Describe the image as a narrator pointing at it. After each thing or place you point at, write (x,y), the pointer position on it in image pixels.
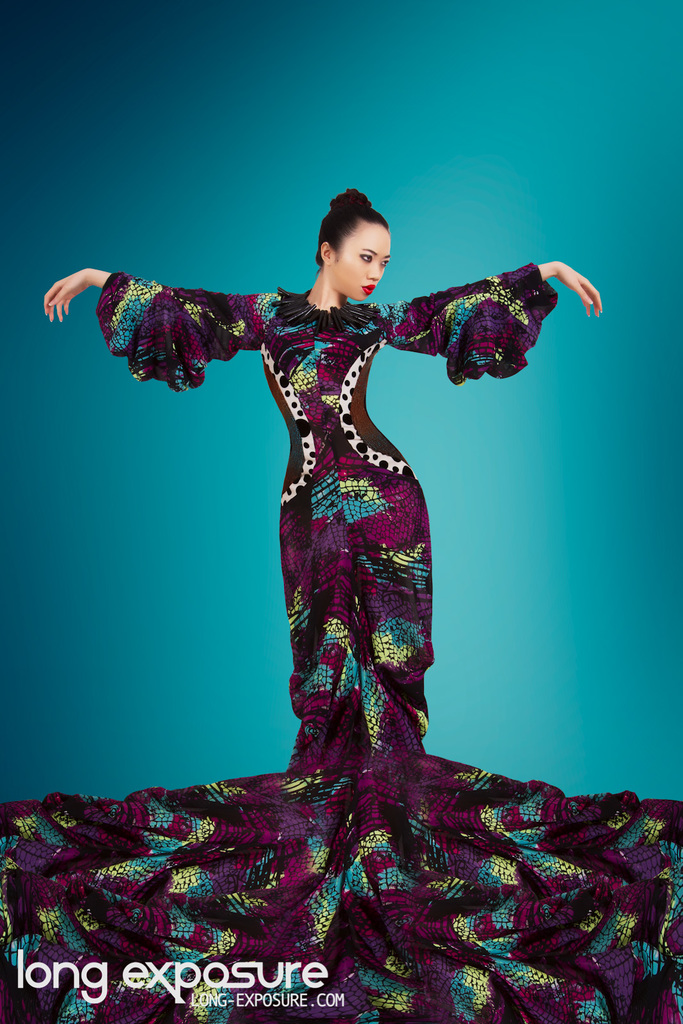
In this picture we can see a woman (441,889) and there is a watermark (246,985).
